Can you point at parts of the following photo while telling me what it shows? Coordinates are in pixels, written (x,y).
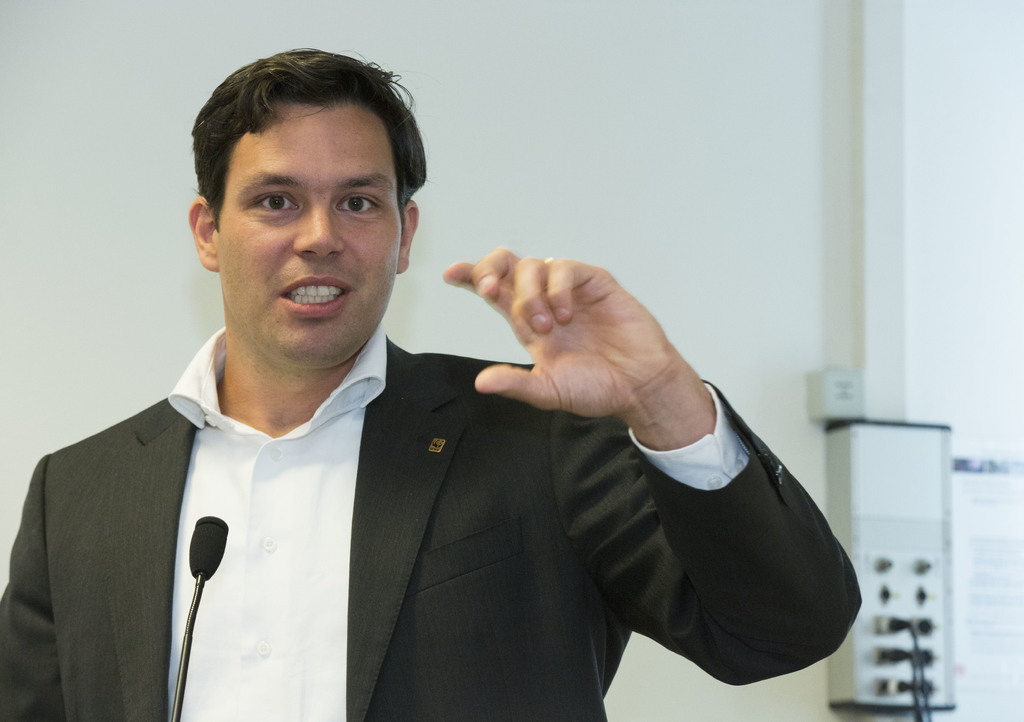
In this image in the front (195,601) there is a mic (191,603) behind the mic (190,617) there's a man (415,527) standing and speaking. In the background (611,211) there is a wall (706,251) and on the wall (730,288) there are wires (914,627).
